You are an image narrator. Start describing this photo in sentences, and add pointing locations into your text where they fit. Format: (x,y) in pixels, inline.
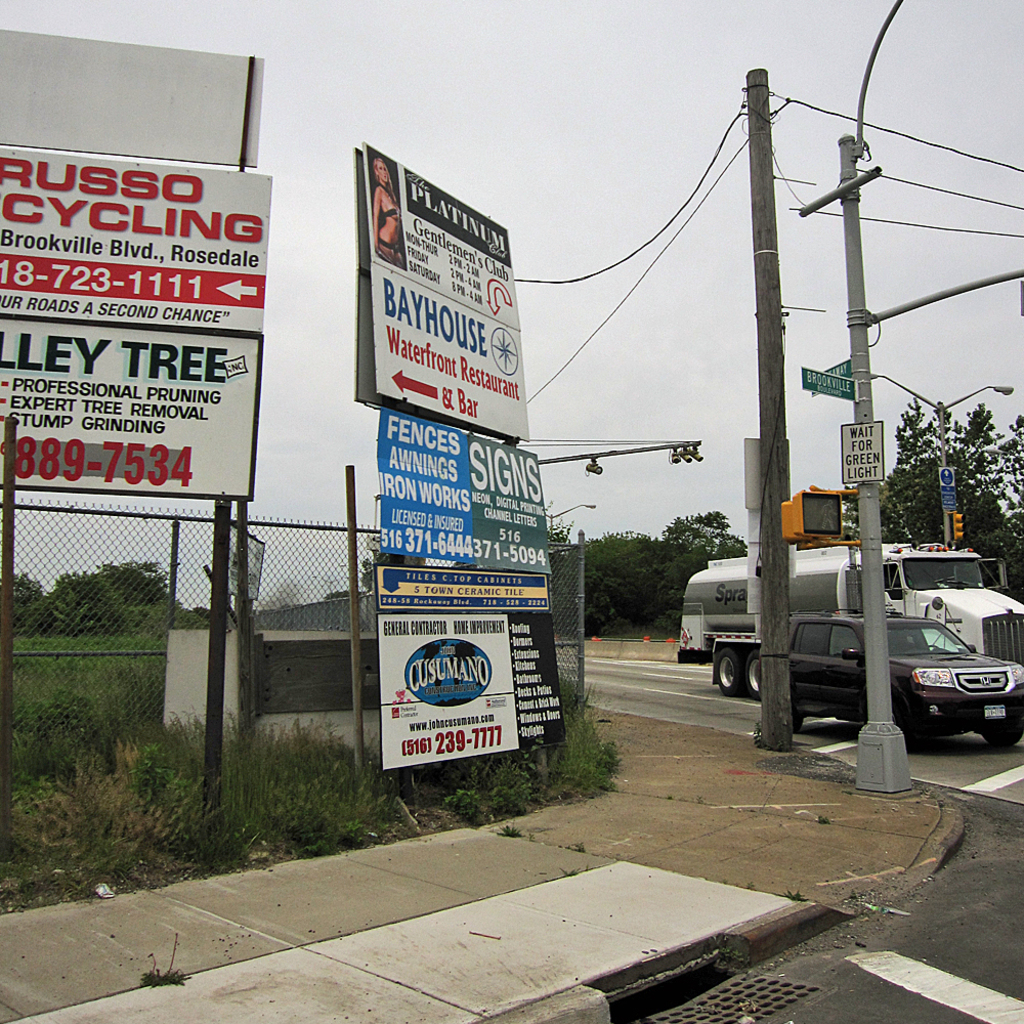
In this image we can see sign boards (415,461), grass (129,874), fencing (144,641), trees (100,570), poles (778,621), vehicles (911,619), road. In the background (820,320) there is a sky (539,357).
